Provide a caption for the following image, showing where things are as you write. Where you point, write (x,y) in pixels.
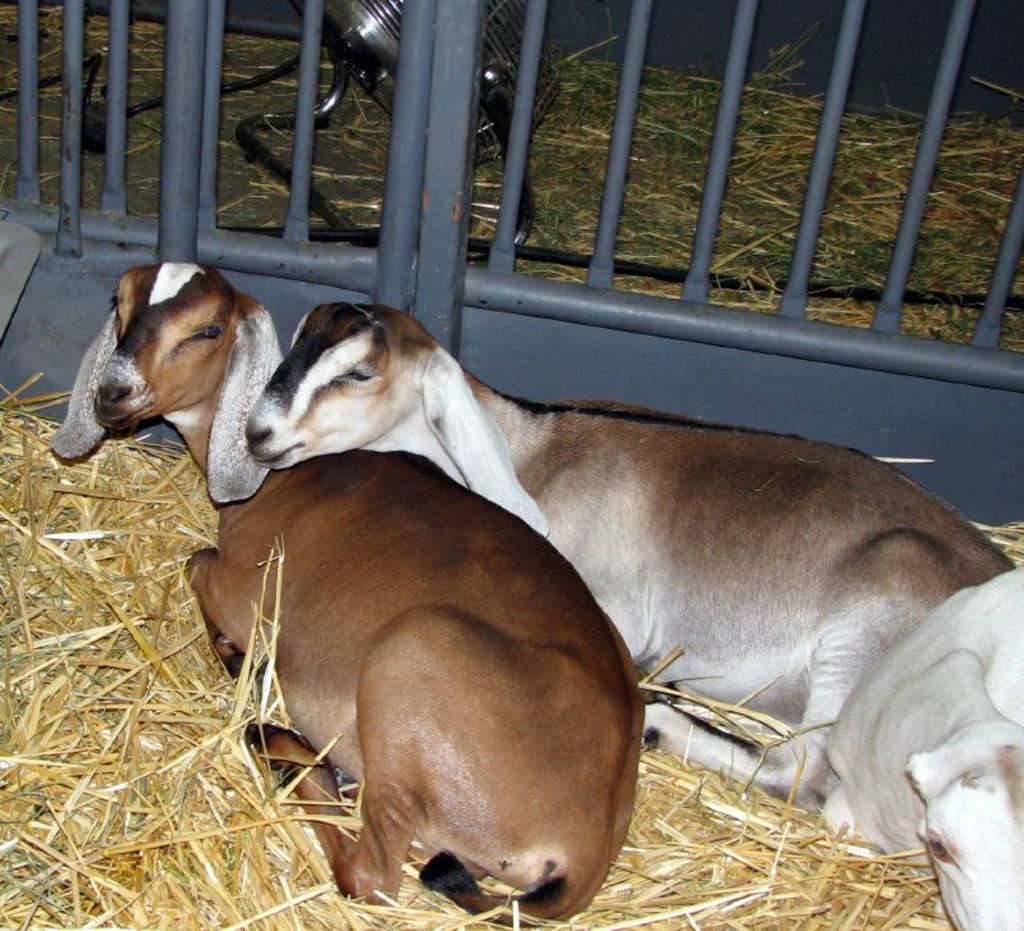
In this image I can see yellow grass (191,598), iron bars (715,154) and here I can see few goats (724,563). I can see colour of these goats (603,637) are white and brown.
